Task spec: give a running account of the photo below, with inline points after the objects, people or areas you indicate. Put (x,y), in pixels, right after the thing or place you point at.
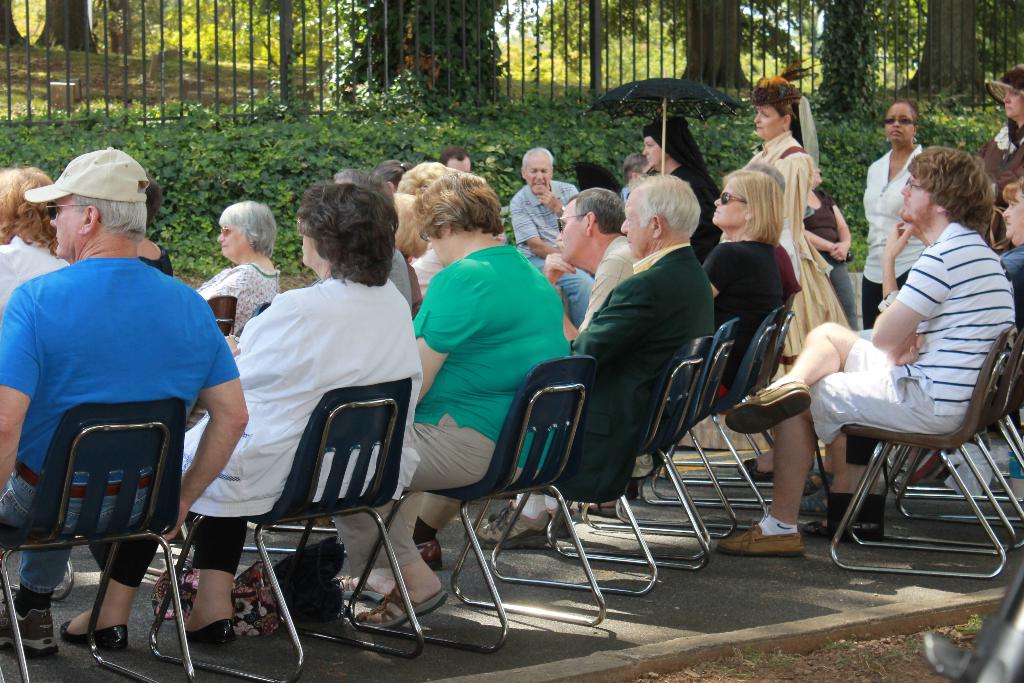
In this picture there are group of persons (579,343) sitting on a chair (683,349). In the background (559,9) there are trees (481,29).
